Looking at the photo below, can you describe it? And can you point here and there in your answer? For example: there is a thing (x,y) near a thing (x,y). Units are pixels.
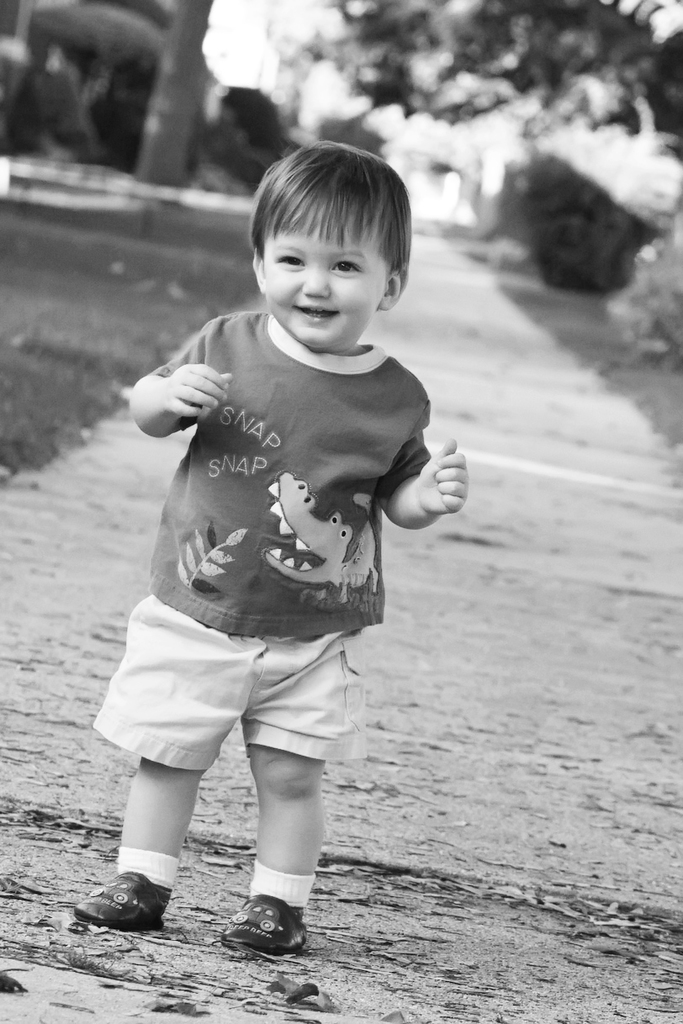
This is a black and white picture, in this image we can see a boy (281,673) standing on the ground (220,814) and smiling, there are some trees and the grass (31,265).
